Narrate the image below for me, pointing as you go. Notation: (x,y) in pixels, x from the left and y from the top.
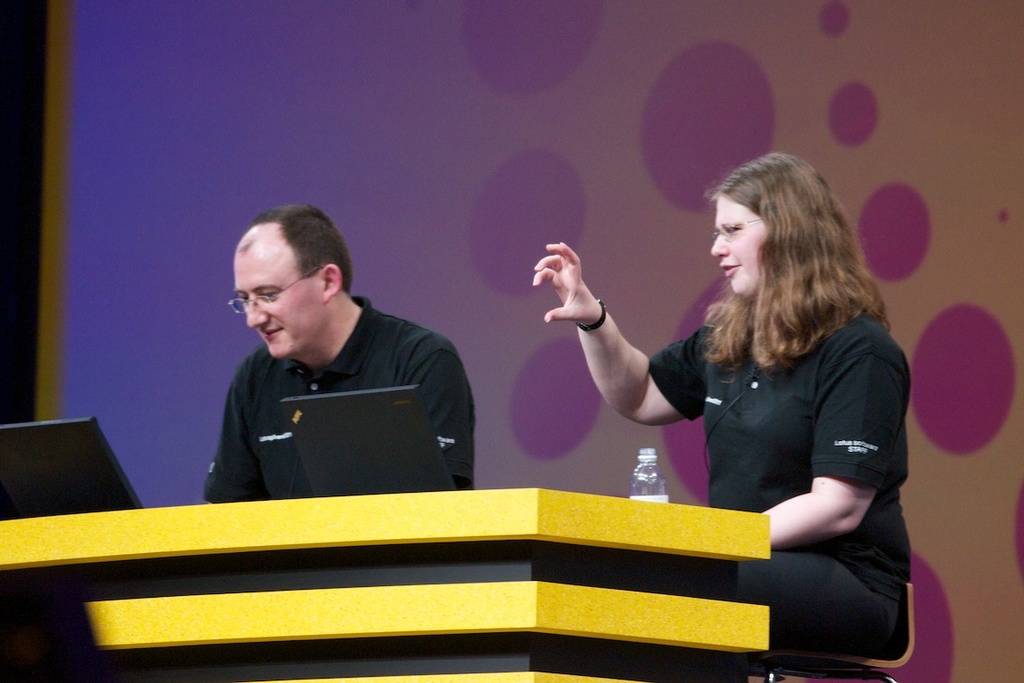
In this image we can see two persons (806,434) wearing a dress (806,553) and spectacles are sitting on chairs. In the foreground (483,544) we can see laptops (403,465) and bottle (641,500) place on the table (444,633). In the background (658,97), we can see a screen (557,103).
